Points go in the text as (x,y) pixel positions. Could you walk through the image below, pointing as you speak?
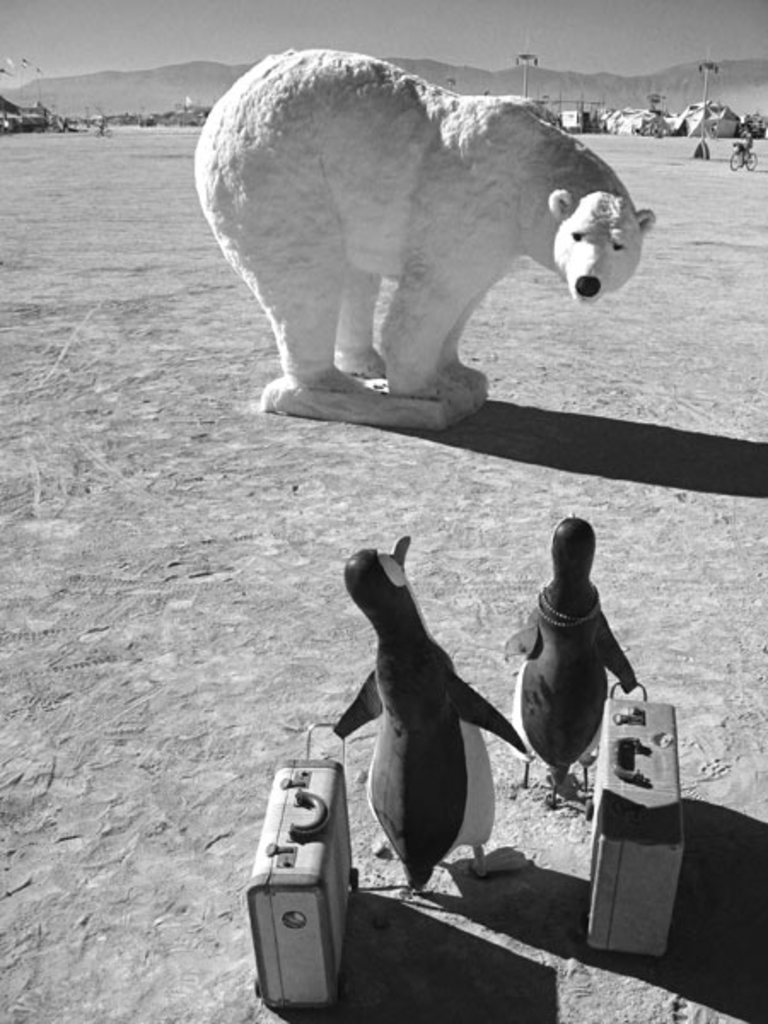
In this picture there is a statue of bear (352,86) in the center of the image (318,351) and there are statues of penguins (408,648) and suitcases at the bottom side of the image (390,771).
